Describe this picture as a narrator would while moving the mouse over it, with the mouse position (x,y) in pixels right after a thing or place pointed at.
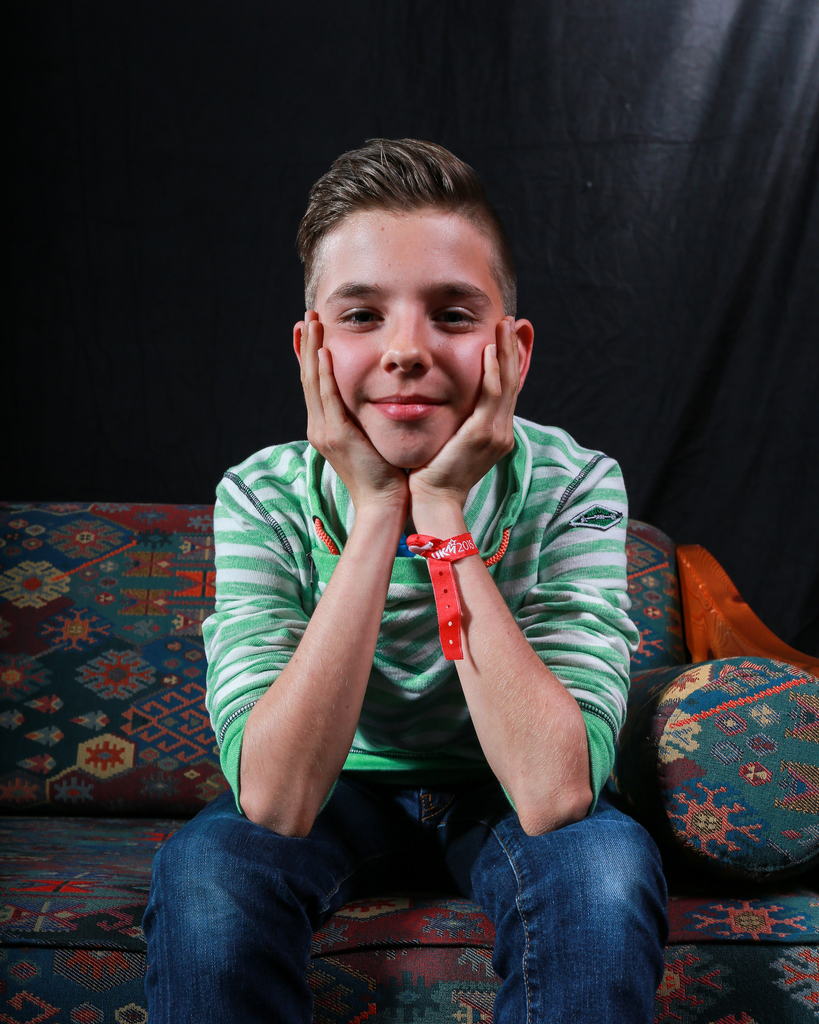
In the picture I can see a boy (386,715) is sitting on the sofa (443,905). The background of the image (460,88) is dark.
